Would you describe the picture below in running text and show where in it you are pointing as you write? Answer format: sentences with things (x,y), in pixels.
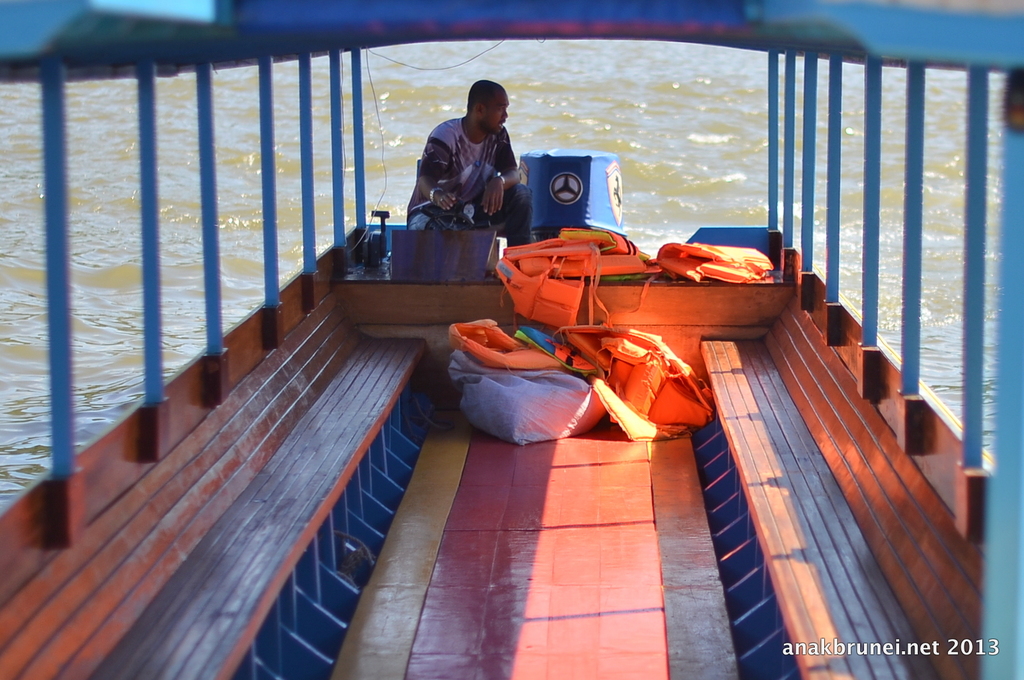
This picture might be taken in a boat (774,289), in this image in the center (461,229) there is one person (471,169) sitting. At the bottom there are some bags (526,379) and some objects (565,284), and in the background (649,145) there is a river (751,85). And on the right side (839,115) and left side (336,114) there are some poles (63,248). At the bottom of the image (811,657) there is text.
